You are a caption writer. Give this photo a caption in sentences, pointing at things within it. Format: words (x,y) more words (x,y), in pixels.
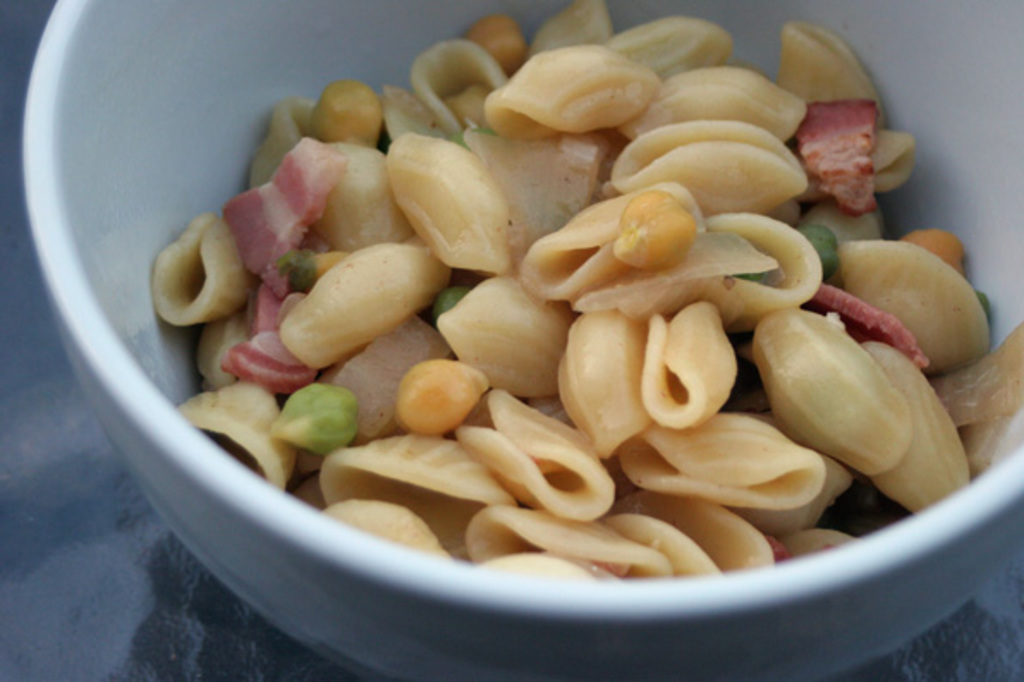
In this image we can see a bowl (552,582) containing pasta (737,439) placed on the surface (121,575).
